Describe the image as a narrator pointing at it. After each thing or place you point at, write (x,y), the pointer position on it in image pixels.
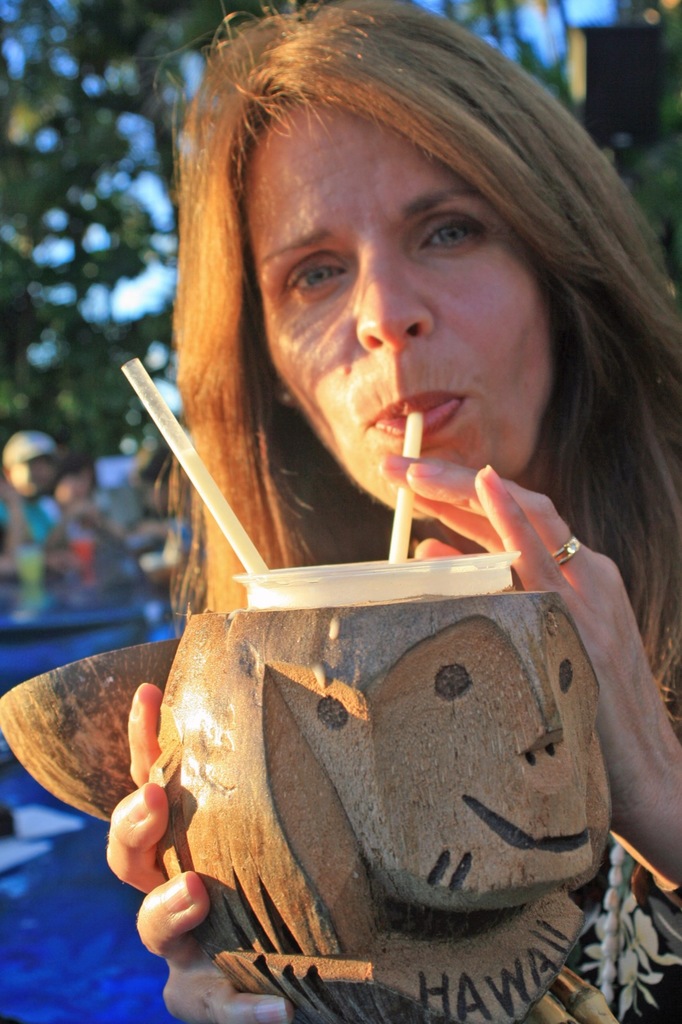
In this image, we can see a lady (424,454) holding an object (406,685) and is drinking a liquid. In the background (74,466), we can see a few people (85,502) and some trees (65,419).
